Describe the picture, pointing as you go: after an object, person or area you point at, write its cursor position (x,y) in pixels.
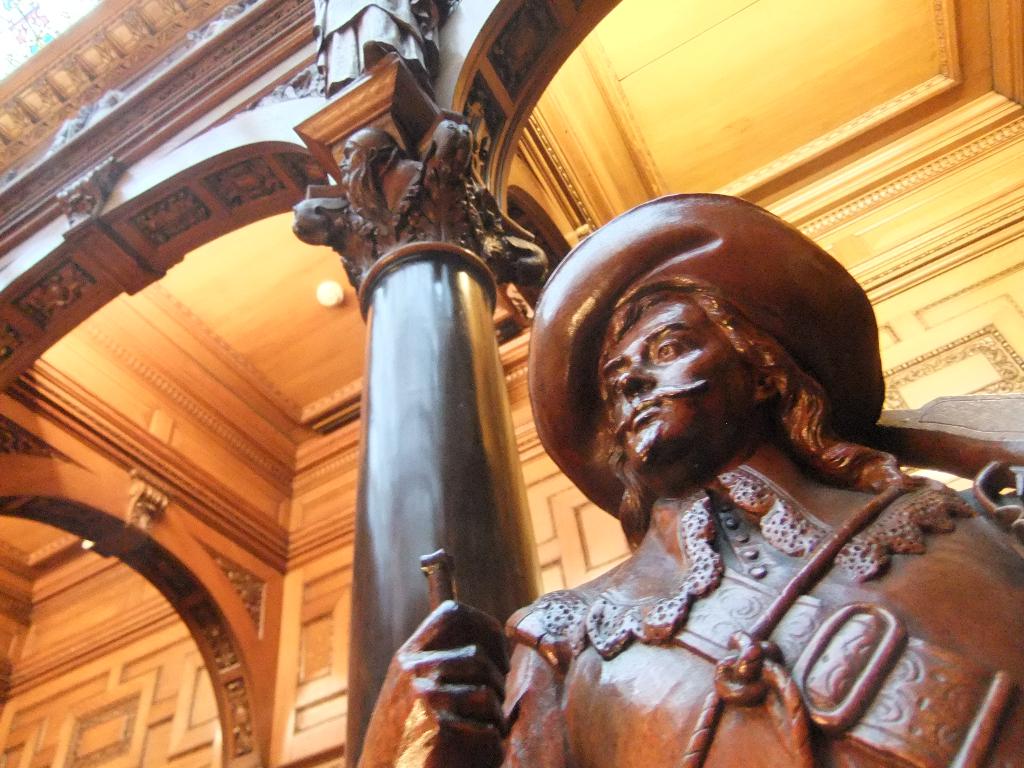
In the image, it looks like a palace (264,347) and there is a pillar (360,465), beside the pillar (401,448) there is sculpture (765,609) of a man (701,635) and above the pillar (372,225) also there are few carvings (440,222) done to the pillar (400,161).
